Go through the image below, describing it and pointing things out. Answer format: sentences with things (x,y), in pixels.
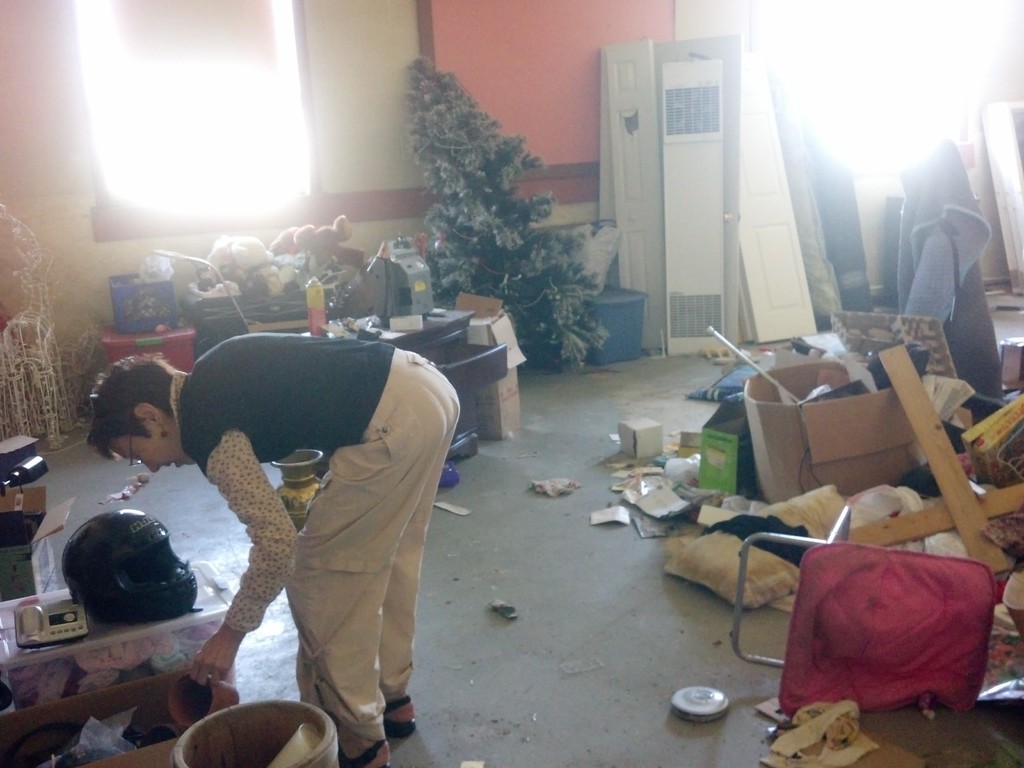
In this picture there are boxes (510,409), broken doors (764,266), chairs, and other items (827,350), which are scattered in the image and there is a woman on the left side of the image (297,394), there is a helmet (108,557) on the plastic bin (45,665) on the left side of the image (117,527), there are windows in the image.
